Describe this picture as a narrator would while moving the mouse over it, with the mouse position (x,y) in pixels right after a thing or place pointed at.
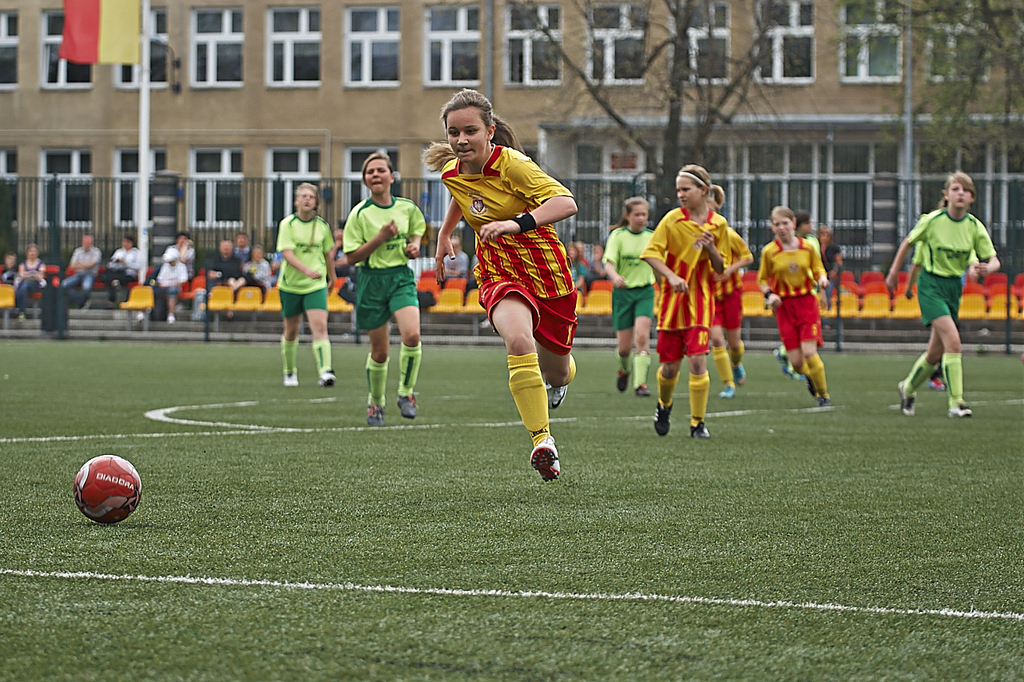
In this picture I can see few persons (644,330) are playing the football in the middle (560,304). In the background (479,296) few persons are sitting on the chairs (270,295) and watching this game, there is an iron grill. At the top (785,58) I can see few trees (716,110) and buildings (560,85), there is a ball (118,510) on the left side (104,500).
